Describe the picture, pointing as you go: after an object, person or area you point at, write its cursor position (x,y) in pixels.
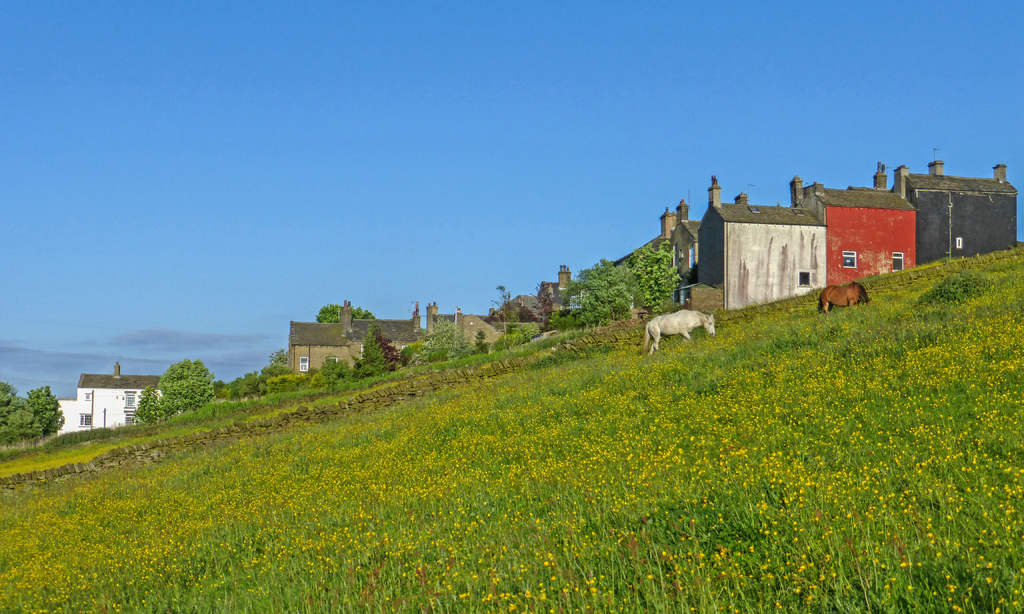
In this image I can see two animals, they are in brown and white color, and I can see grass (221,513) in green and trees (647,265) in green color, few buildings (325,363) in white, gray, red and black color, and sky (297,97) is in blue color.
